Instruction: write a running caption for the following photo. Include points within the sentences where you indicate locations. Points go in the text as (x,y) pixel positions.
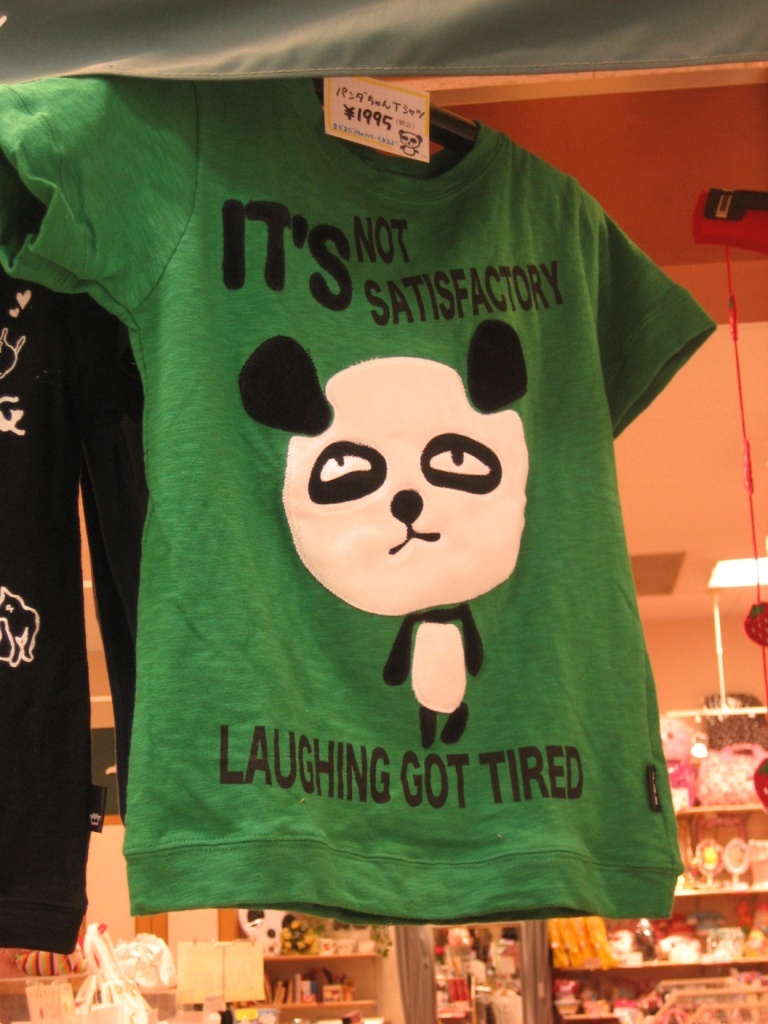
In front of the image there are t shirts (174,618), behind the t shirts (59,915) there are some objects (687,789) on the shelves (685,814), behind the shelves (681,826) there is a wall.
